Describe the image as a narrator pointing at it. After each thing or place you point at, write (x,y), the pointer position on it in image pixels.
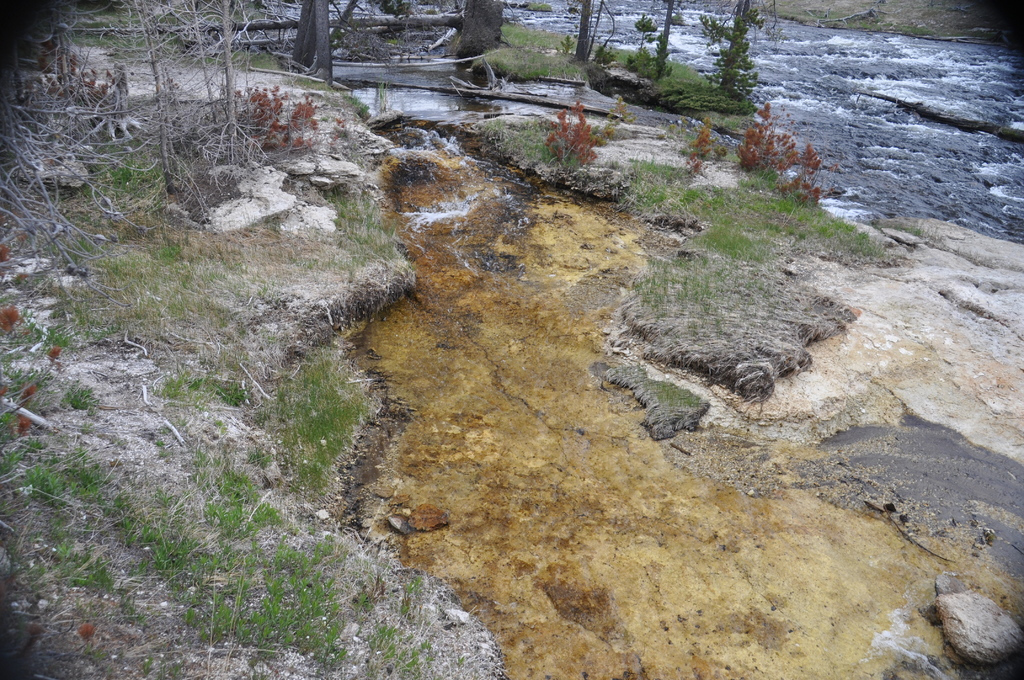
In this picture I can see water (847,101), there is grass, there are plants (737,63) and tree trunks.
